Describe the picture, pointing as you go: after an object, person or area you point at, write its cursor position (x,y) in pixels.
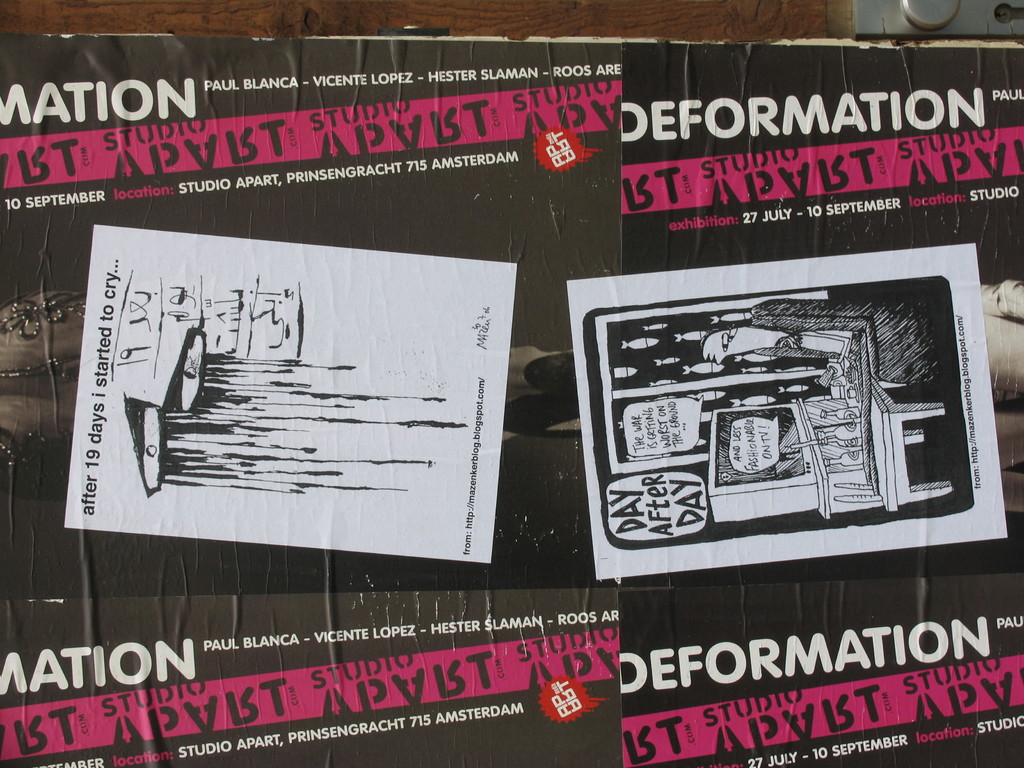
In this picture we can see a poster (779,161) on the wall (726,18). On the top right corner (969,22) there is a steel box (921,34). On the poster (928,542) we can see television (792,433), table (882,412), quotations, address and other things (805,335).
